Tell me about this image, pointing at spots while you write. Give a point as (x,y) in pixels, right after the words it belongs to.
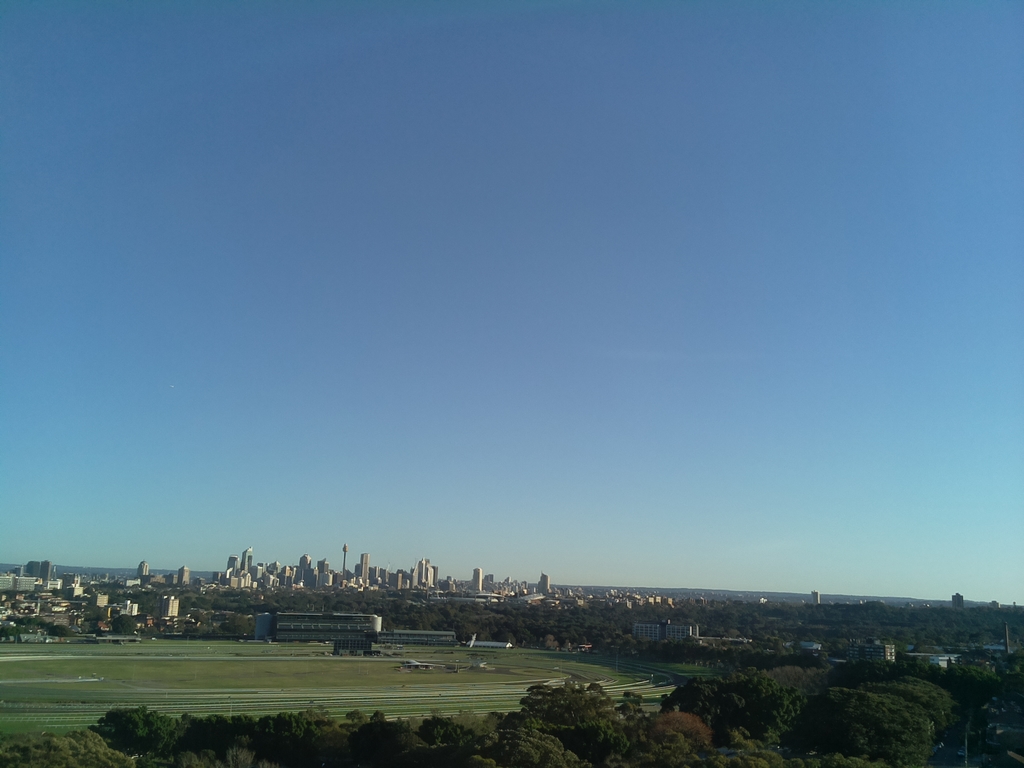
This picture is clicked outside. In the foreground (370,743) we can see the grass (278,695) and trees (753,684). In the background (133,297) there is a sky (313,374) and we can see the skyscrapers (366,572), buildings (662,632) and some other items (402,661).
